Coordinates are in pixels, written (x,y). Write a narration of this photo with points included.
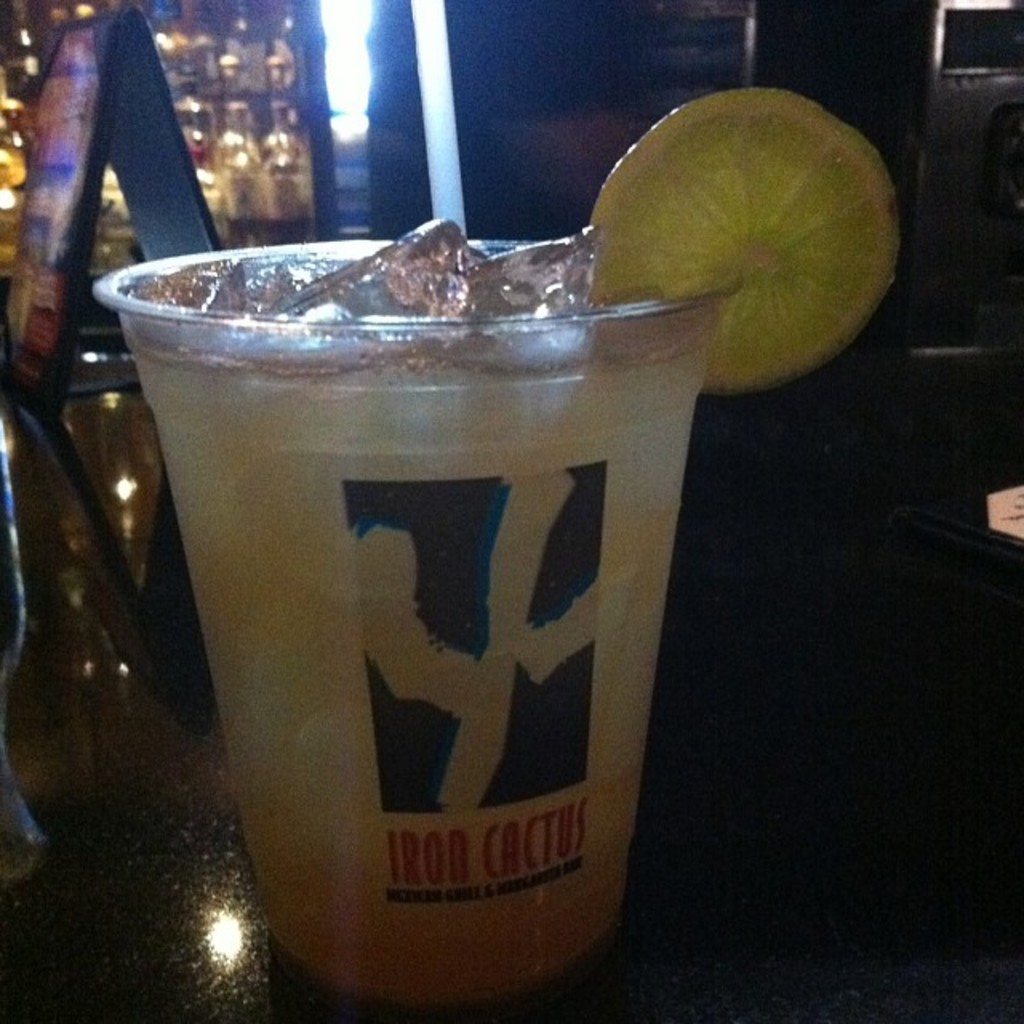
In the center of the image (450,350) there is a beverage (398,364) and lemon (685,275) placed in a glass (341,664) placed on the table (100,965).
